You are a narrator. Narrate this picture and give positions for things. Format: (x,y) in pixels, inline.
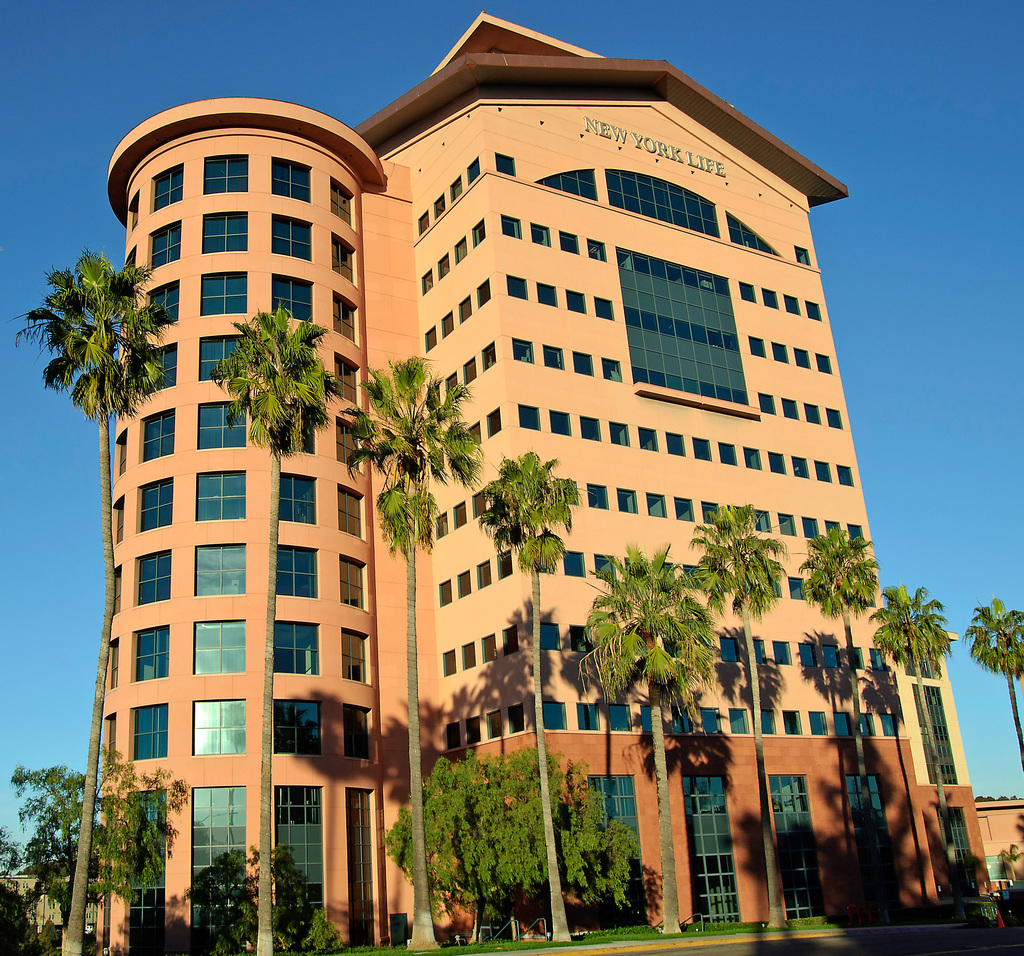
In this image we can see a building (666,463). There are many trees (752,568) in the image. There is a grassy land (734,931) in the image. We can see the sky (874,367) in the image. We can see some text (662,144) on the building (649,157).
